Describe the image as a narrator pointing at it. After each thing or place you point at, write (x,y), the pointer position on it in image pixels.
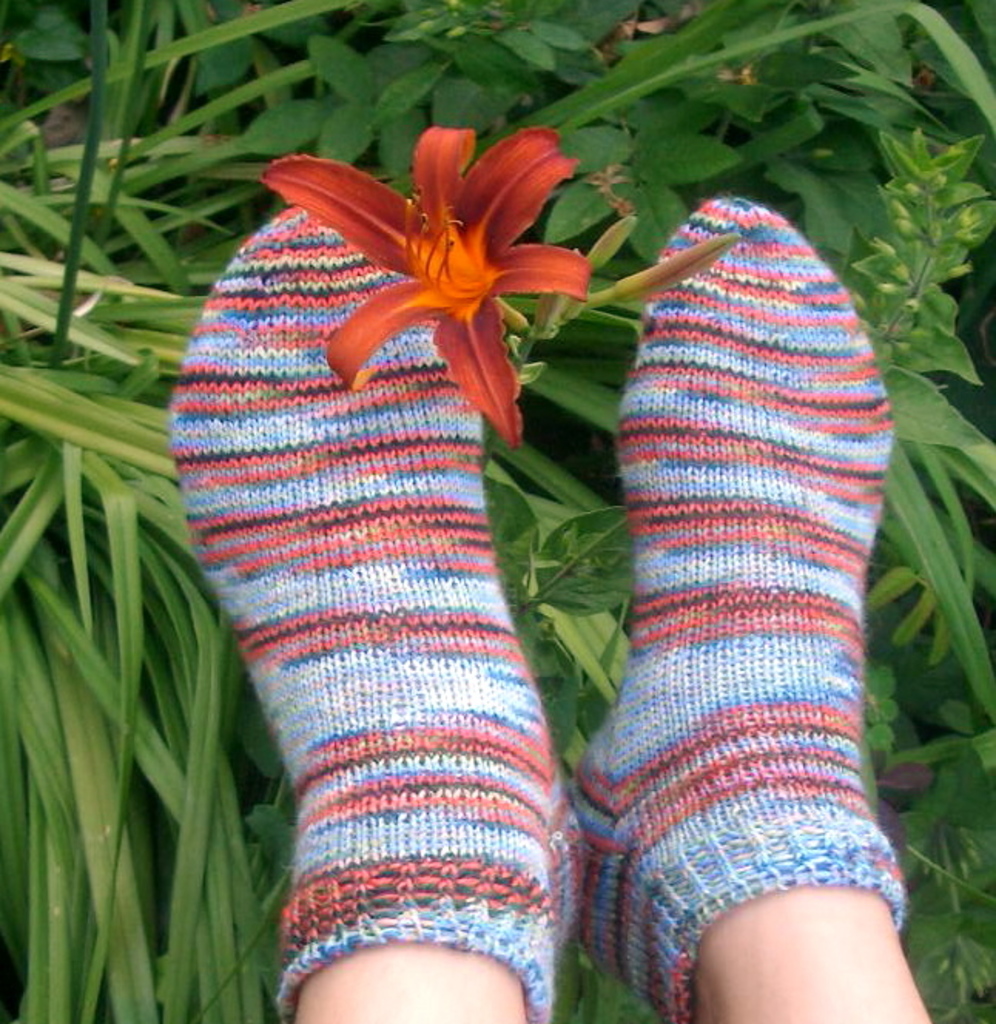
In the picture I can see a person's leg (683,764) wearing woolen socks (476,615). Here I can see a red color flower (519,226) and in the background (717,189), I can see some plants (167,497).
